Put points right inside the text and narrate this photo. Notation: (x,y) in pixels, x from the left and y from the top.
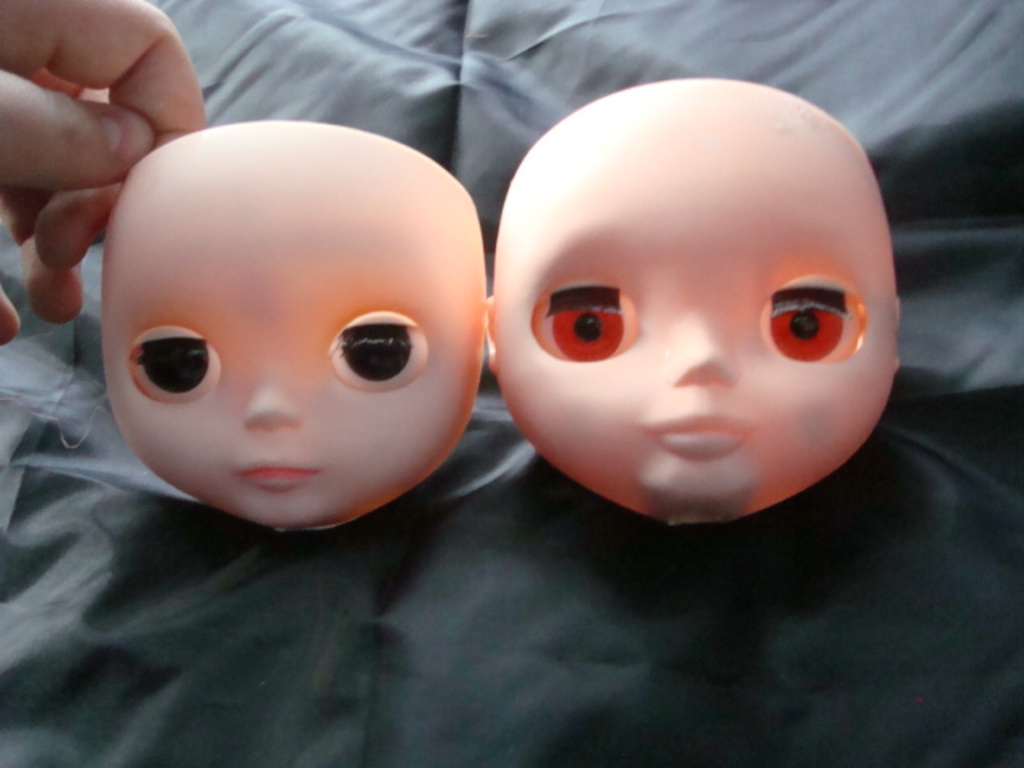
In this picture we can see dolls (221,448) on black object (305,558). In the top left side of the image (121,2) we can see hand (124,44) of a person (110,71).
